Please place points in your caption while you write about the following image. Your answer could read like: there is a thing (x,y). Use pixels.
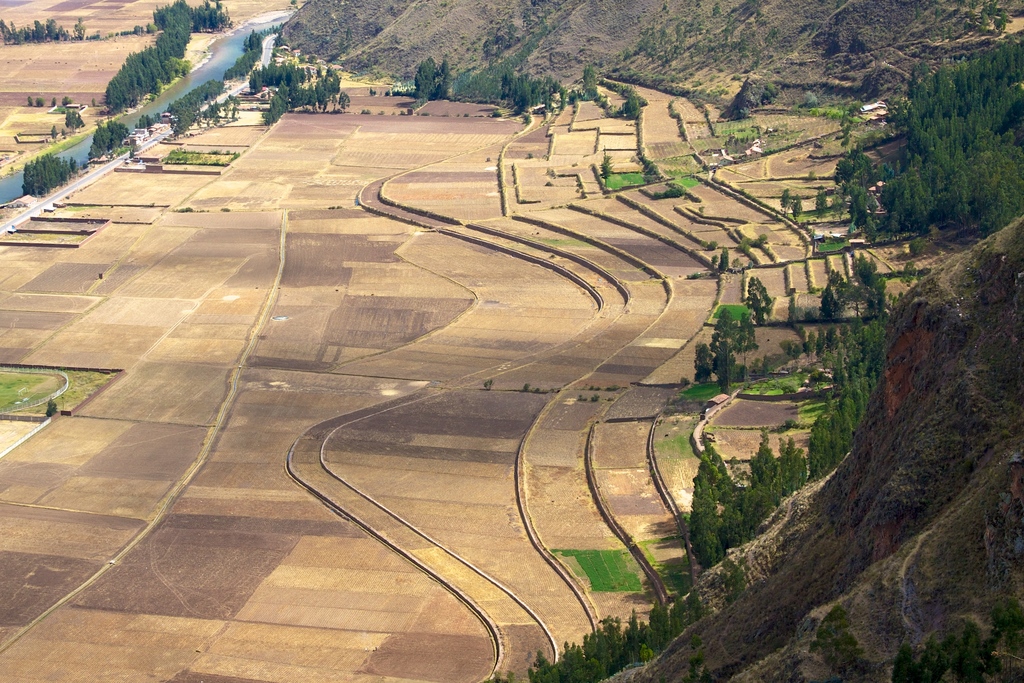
In this picture I can see step farming (386,157), there are trees (202,88), road (267,36), water (248,33), hills (926,40).
